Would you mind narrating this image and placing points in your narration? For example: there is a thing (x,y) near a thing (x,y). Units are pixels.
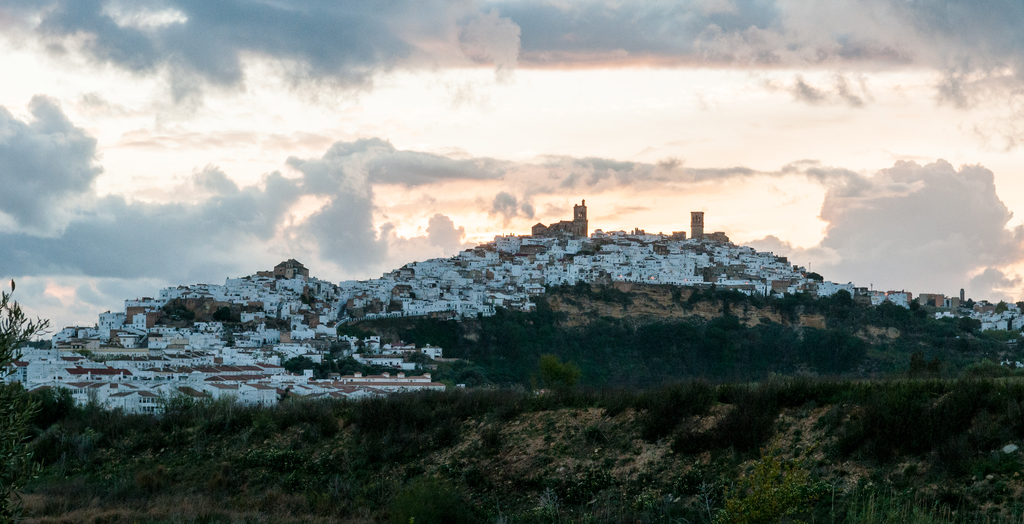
It is the beautiful view of the city (406,308). At the top (502,76) there is the sky (495,94). There are so many houses (677,251) and buildings (664,253) one beside the other. At the bottom (401,452) there are plants (747,408) and sand (627,467).
